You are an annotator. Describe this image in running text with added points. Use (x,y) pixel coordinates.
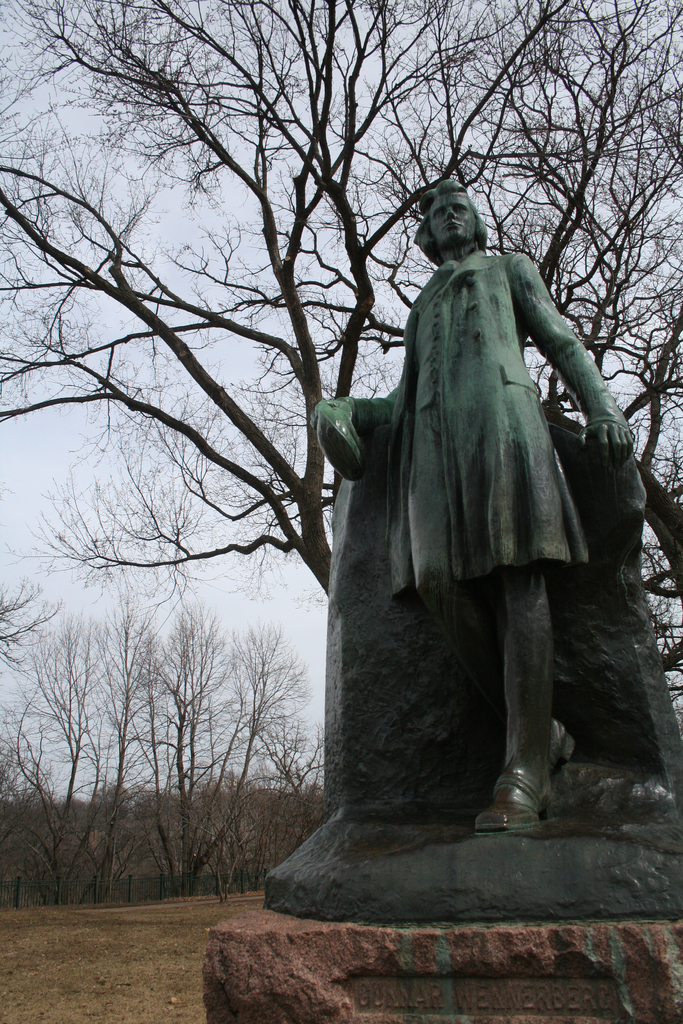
In the image in the center (388,629), we can see one stone (439,976) and one statue (447,655), which is in green color. In the background (293,425) we can see the sky (87,393), clouds (94,425) and trees (318,471).
